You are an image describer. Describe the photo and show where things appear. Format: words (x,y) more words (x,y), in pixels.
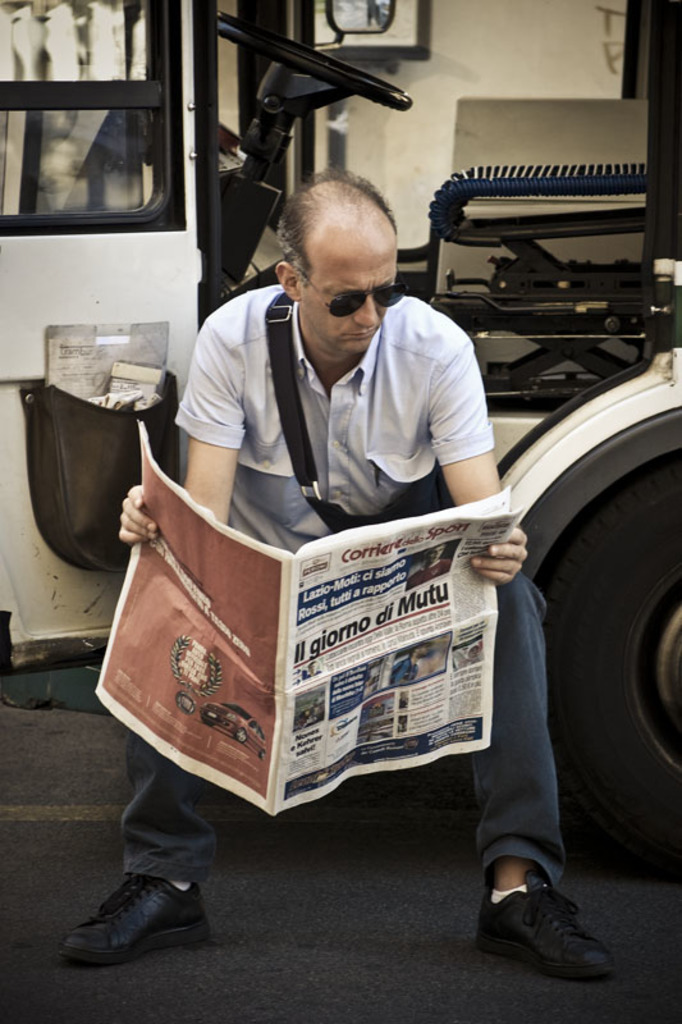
In this image we can see a person (432,413) wearing goggles (368,306) is holding a newspaper (368,681) in his hands (475,570). In the background (678,693), we can see a vehicle (160,222) parked on road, a steering wheel (309,86), seat (555,197), mirror (351,18) and a door (155,125).
